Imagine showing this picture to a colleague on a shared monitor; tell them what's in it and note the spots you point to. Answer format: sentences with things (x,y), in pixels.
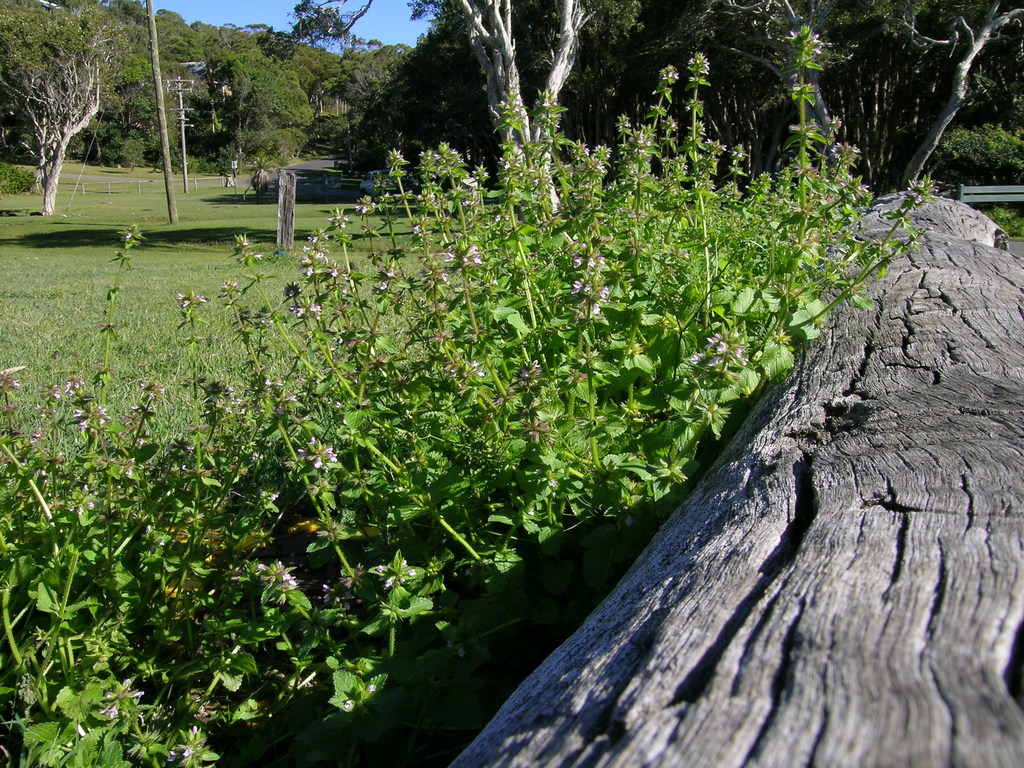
In this picture there is a tree trunk (837,566) in the front (910,679). Behind there is a garden (385,416) and trees (129,111). In the background (126,99) there are many trees (340,106).
